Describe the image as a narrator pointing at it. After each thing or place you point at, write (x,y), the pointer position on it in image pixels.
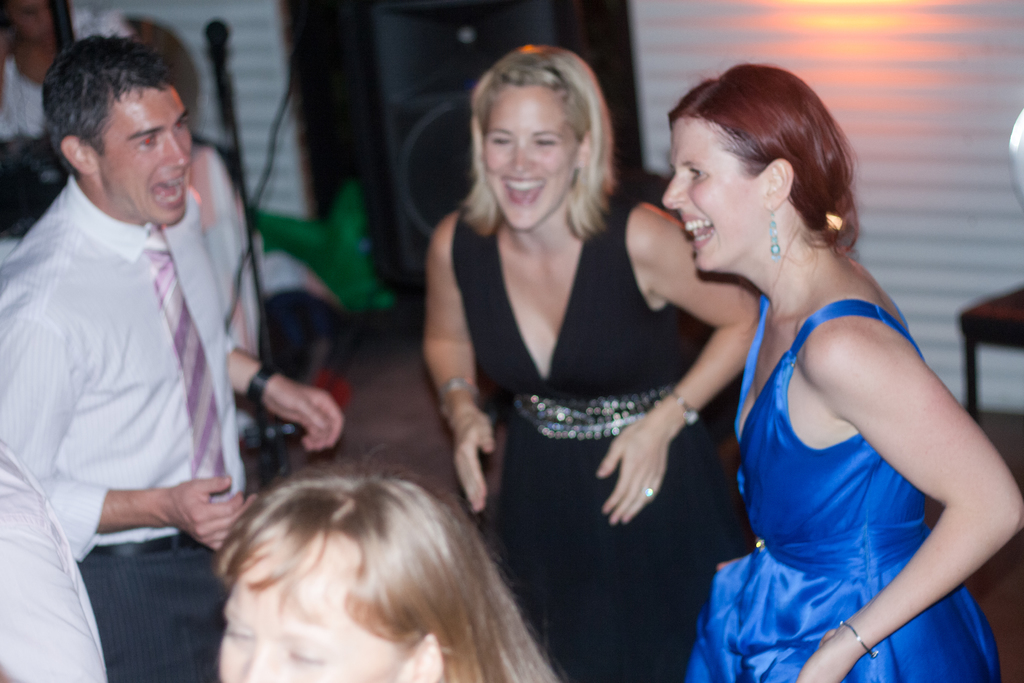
This image consists of few persons (664,580). It looks like they are dancing. On the right (843,464), we can see two women (609,369) wearing a blue and a black color dresses (690,480). At the bottom (444,496), there is a floor (434,449). In the background (577,48), we can see a wall (944,205) and a door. On the right (1015,313), it looks like a table (970,374).
